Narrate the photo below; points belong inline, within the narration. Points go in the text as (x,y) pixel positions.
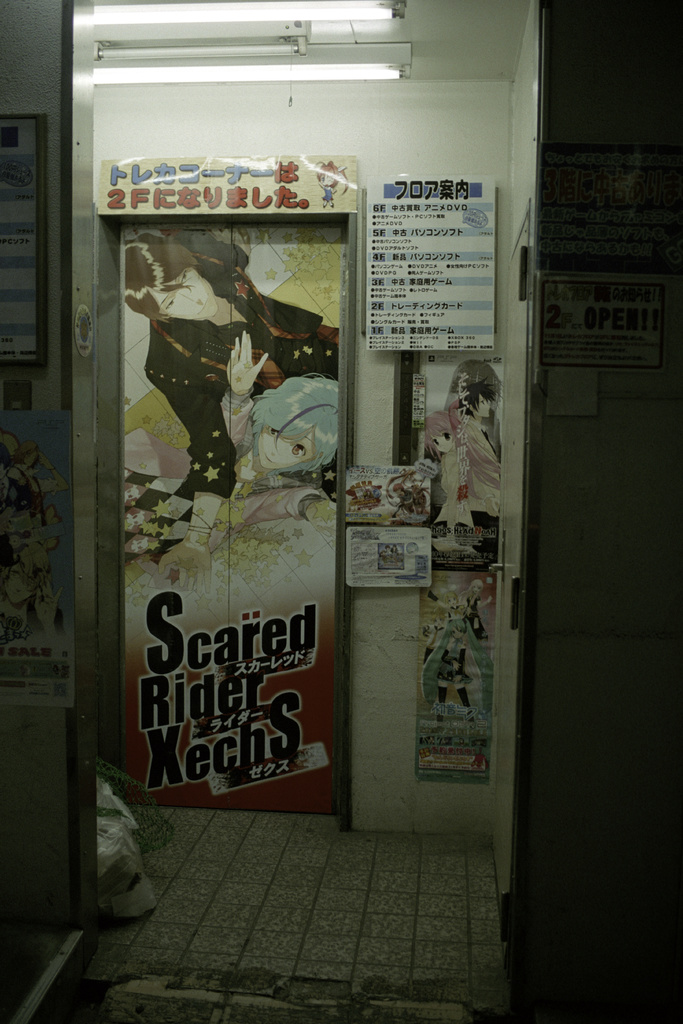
In this image I can see a wall (177,113), door (208,678), posters (469,701), lights (162,13) on a rooftop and boards (385,234). This image is taken may be in a room (298,844).
